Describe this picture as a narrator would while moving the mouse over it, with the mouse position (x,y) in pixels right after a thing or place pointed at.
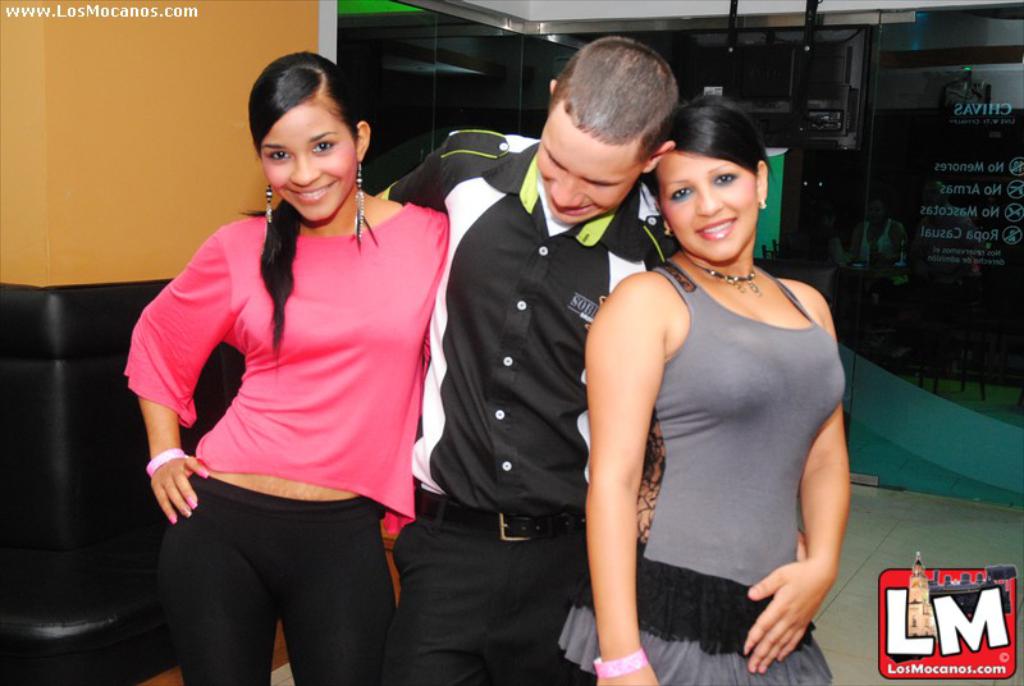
In the foreground of the picture (681,541) I can see three persons (569,141) and there is a smile on their face (706,163). I can see the glass door (918,202) on the top right side of the picture (963,211).
